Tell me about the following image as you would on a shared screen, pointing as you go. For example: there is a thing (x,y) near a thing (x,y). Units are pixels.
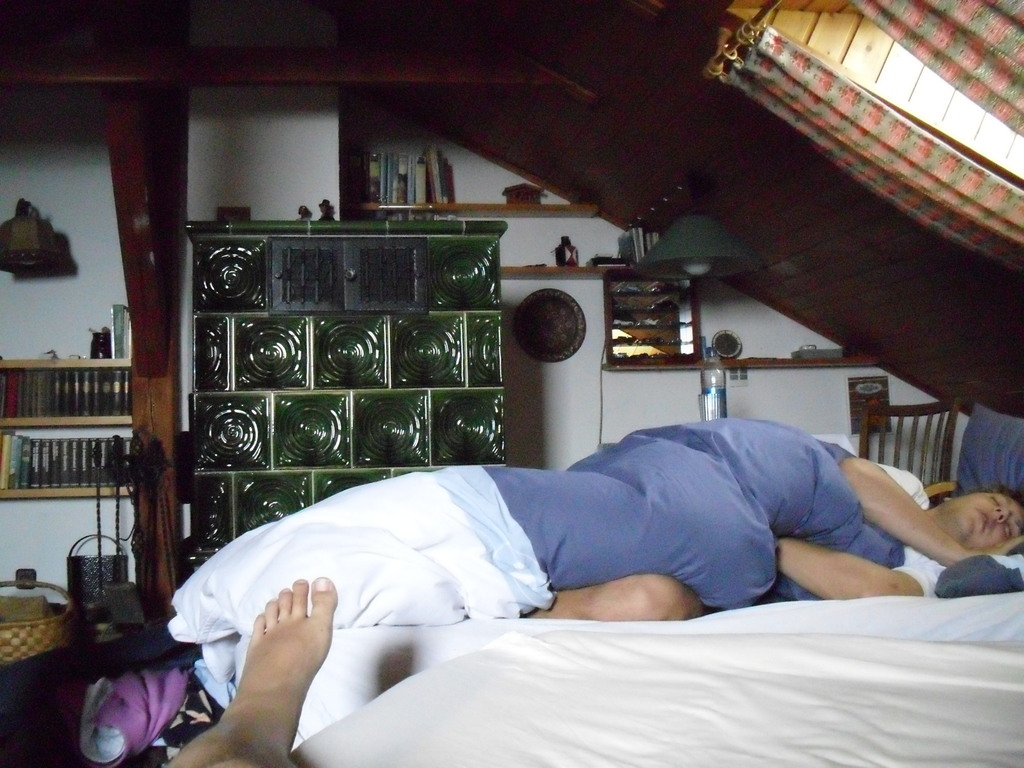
In this image we can see a person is sleeping. There are few people (290,708) in the image. There many books (93,439) placed in the racks (77,419). There are many objects (29,246) in the image. There is a lamp (40,259) in the image. There are few objects (671,290) on the wall (913,388).
